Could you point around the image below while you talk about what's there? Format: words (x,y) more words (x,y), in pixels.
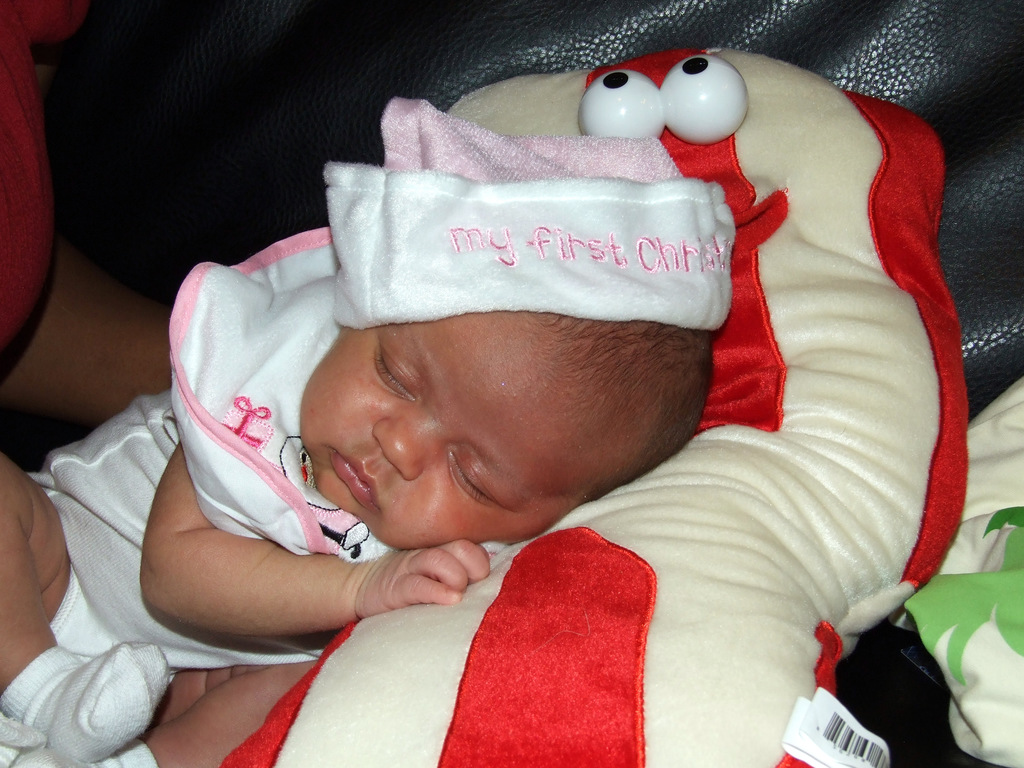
In this picture in the middle (480,406), we can see an infant (480,527) sleeping on a pillow (766,734) and the baby (563,497) is held by a person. In the background (470,65), we can also see black color. On the right side (1008,406), we can see a cloth (993,440).
